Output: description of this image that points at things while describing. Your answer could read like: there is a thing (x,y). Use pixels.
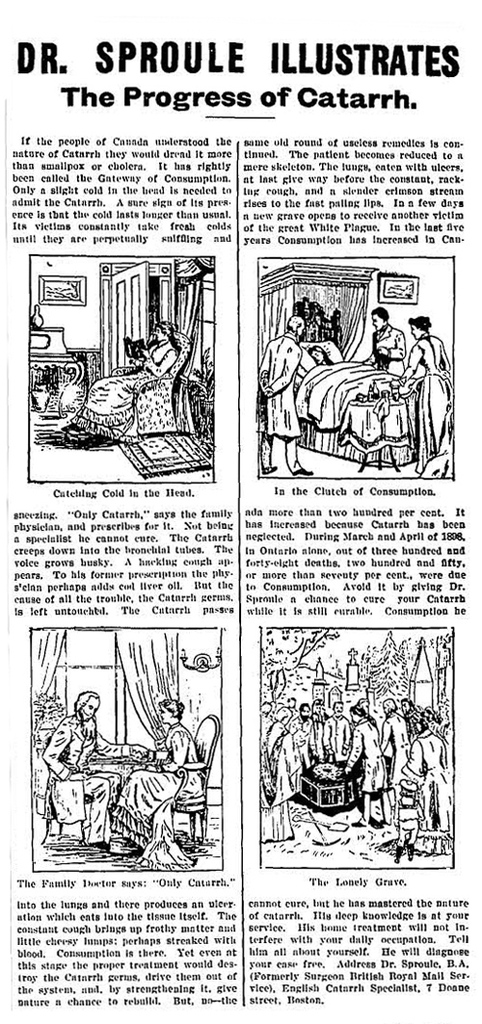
In this image there is a paper (227,620) with some text (228,570) and art (169,763) of a few persons (334,738).
